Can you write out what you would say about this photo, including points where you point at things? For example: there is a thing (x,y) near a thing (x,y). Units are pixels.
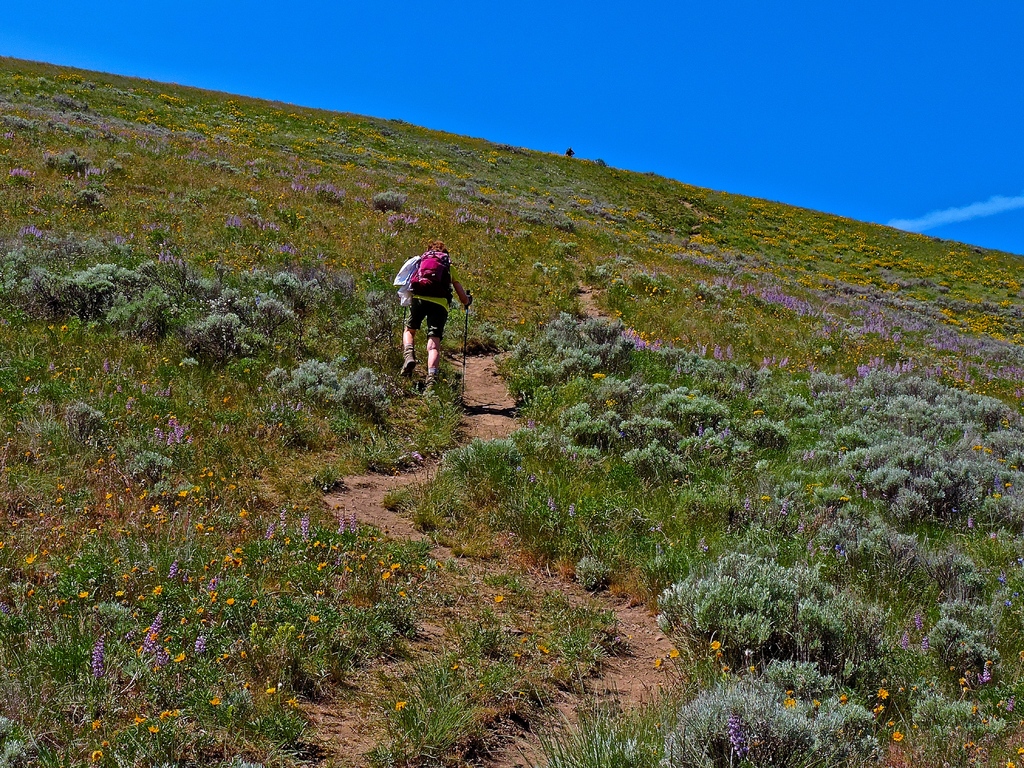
A person (417,296) is trekking wearing a bag (417,278) and holding a stick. There is grass (346,586), flowers (838,261) on the hill (304,319). There is sky (732,168) at the top (876,148).
